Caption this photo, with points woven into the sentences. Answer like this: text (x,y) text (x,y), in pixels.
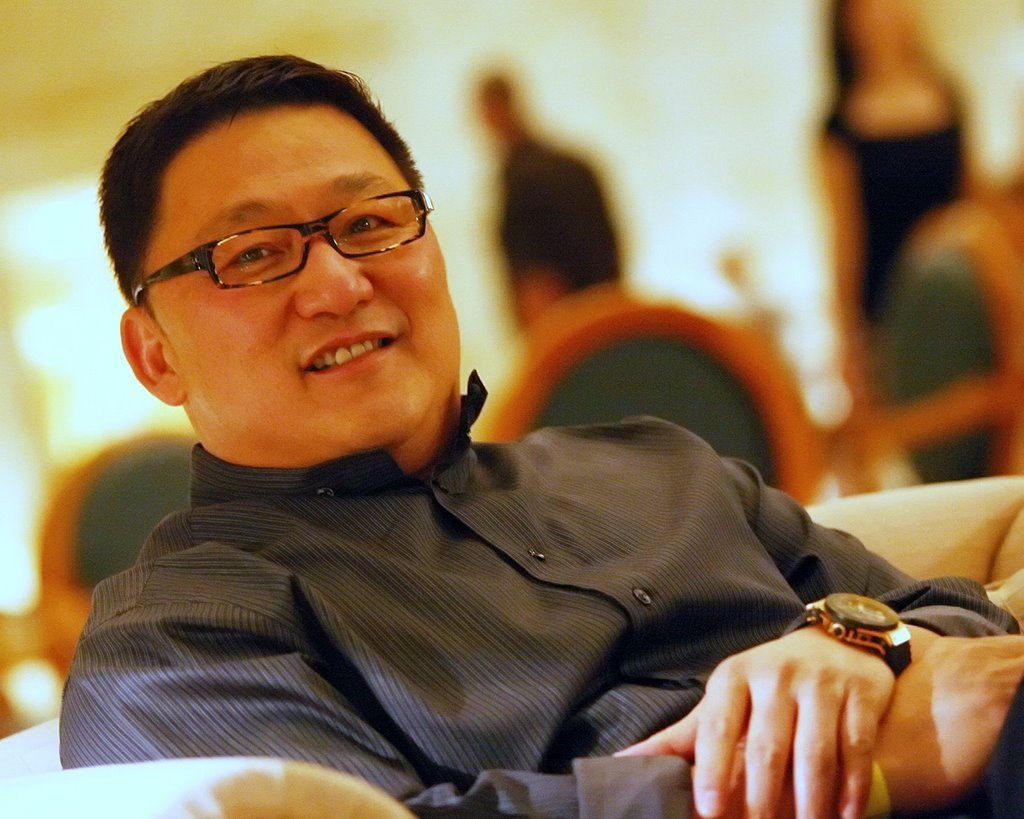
In this image we can see a man (578,504) is sitting. He is wearing a shirt (383,504), glasses (257,275) and a watch (850,626). The background (6,508) is blurry.
